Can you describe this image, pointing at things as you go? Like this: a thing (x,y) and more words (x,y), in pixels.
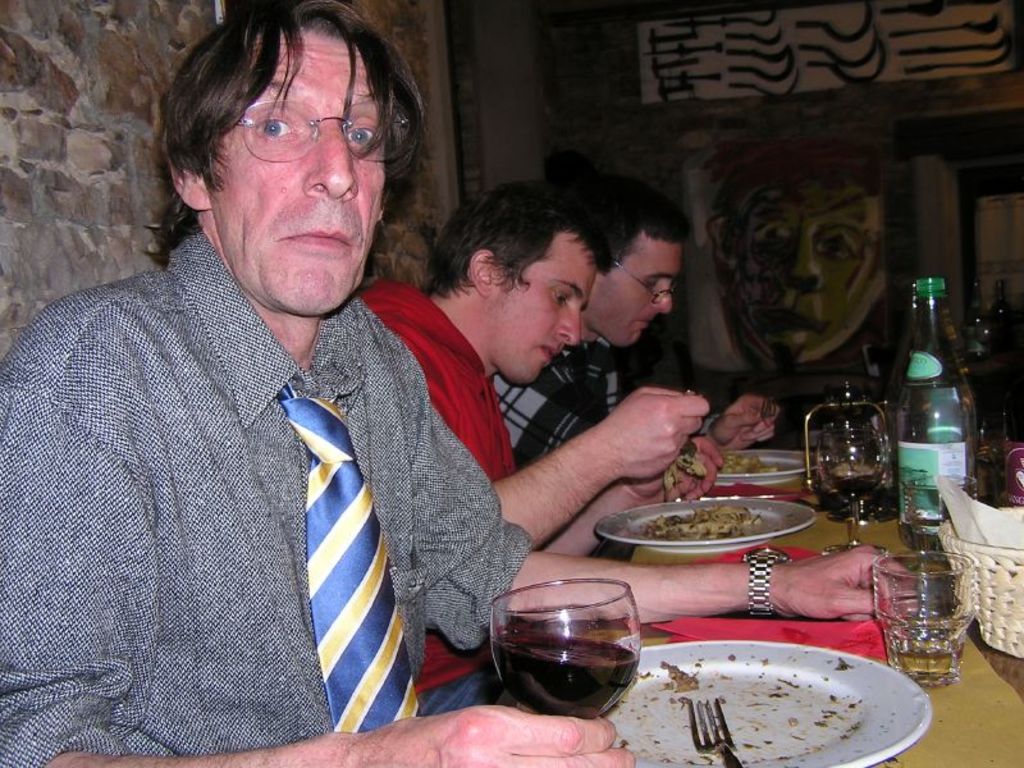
In this picture there are three (405,317), those who are eating on a table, there are glasses (859,453), bottles (919,348) and other containers (878,679) on the table (811,501) the person (862,573) who is left side of the image (107,322) is watching to the front direction and holding the glass (621,679) in his hand (525,717).
